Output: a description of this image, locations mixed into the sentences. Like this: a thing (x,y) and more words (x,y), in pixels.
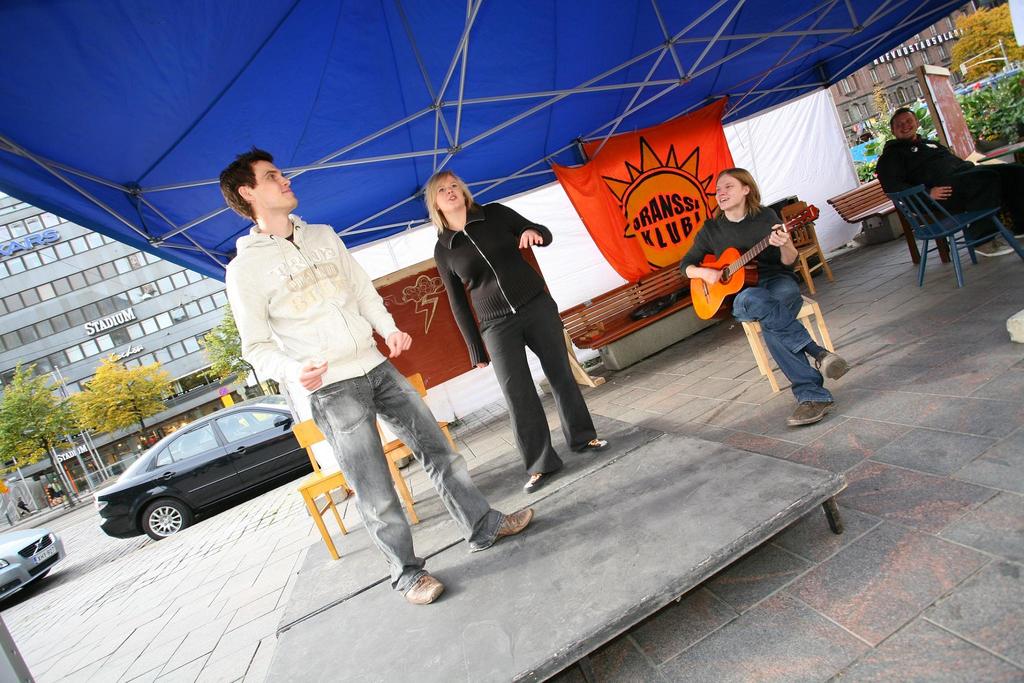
As we can see in the image there is a building (92,332), trees (80,392), two cars (235,421) on road (88,502) and there are few people (537,228) over here and the woman (774,251) who is sitting here is holding guitar (723,277).
